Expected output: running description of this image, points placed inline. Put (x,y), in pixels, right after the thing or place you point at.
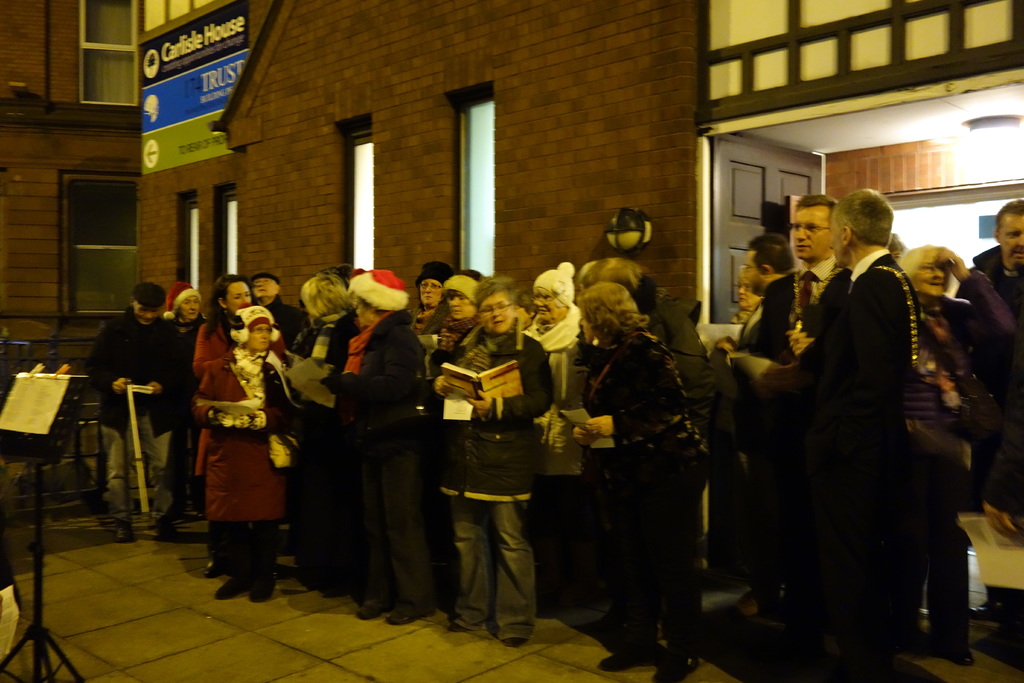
In this image, we can see some people (789,354) standing, we can see the wall (545,43) and some windows (223,230) on the wall (142,191). We can see some sign boards (190,128) and there is a black color stand (35,624) on the left side (37,650).
